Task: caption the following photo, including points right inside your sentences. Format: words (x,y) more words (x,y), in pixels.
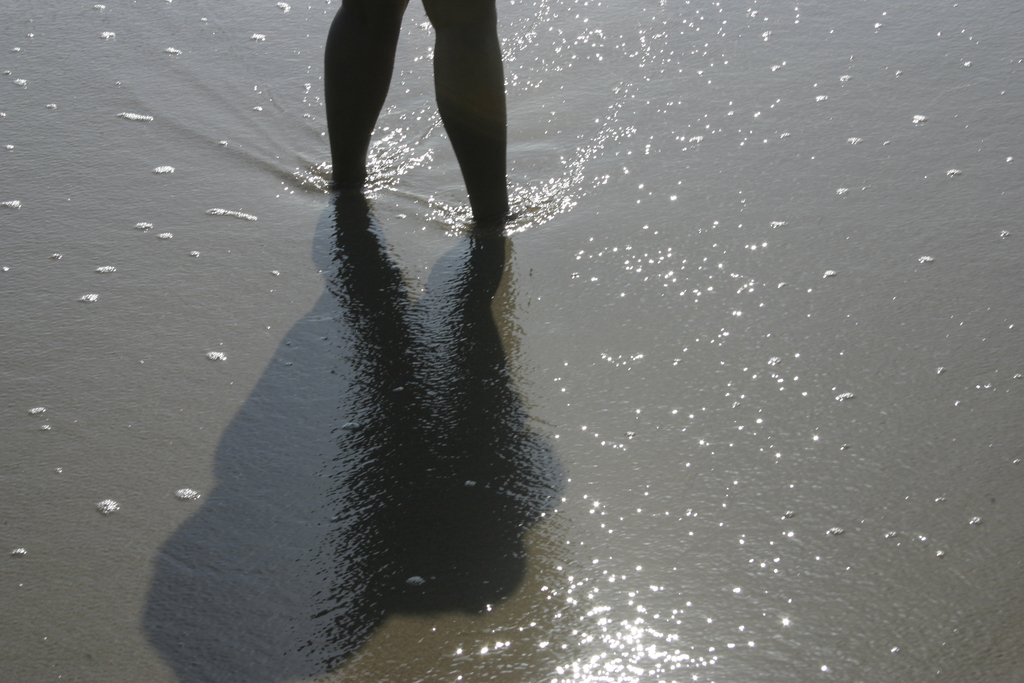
In this image we can see sand (510,429) and water (600,436). At the top (471,86) we can see legs (353,137) of a person (462,95). Also there is shadow (330,517) of a person (472,76).
